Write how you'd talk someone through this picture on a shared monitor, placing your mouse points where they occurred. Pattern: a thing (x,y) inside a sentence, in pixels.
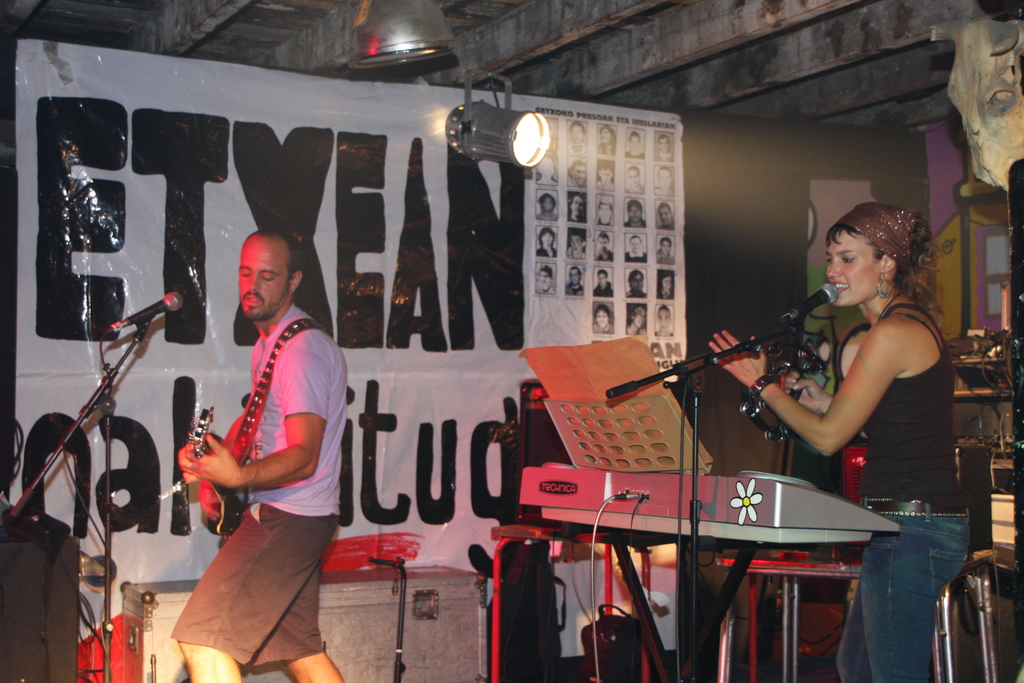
2 people (336,387) are standing. the person (277,297) at the left (314,452) is playing guitar (235,496). behind them there is a banner (444,368) on which etxean is written. above that a light (530,141) is present.
